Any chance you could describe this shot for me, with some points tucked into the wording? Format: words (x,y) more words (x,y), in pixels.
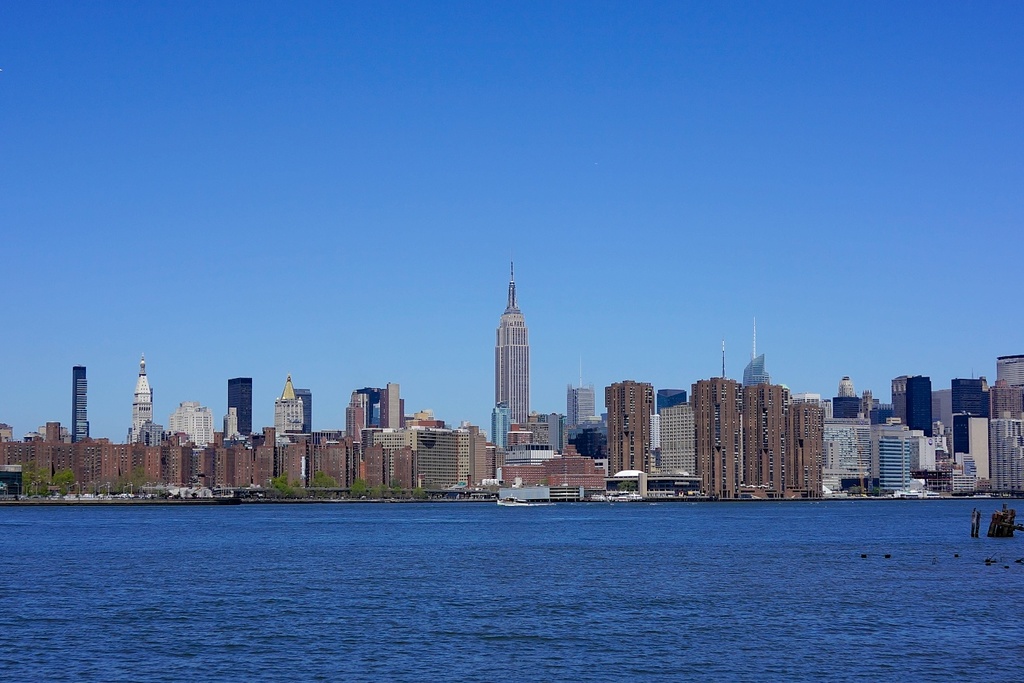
In this image, there are a few buildings (593,407), trees (399,489). We can also see some water (981,507) with objects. We can also see the sky (766,64).
